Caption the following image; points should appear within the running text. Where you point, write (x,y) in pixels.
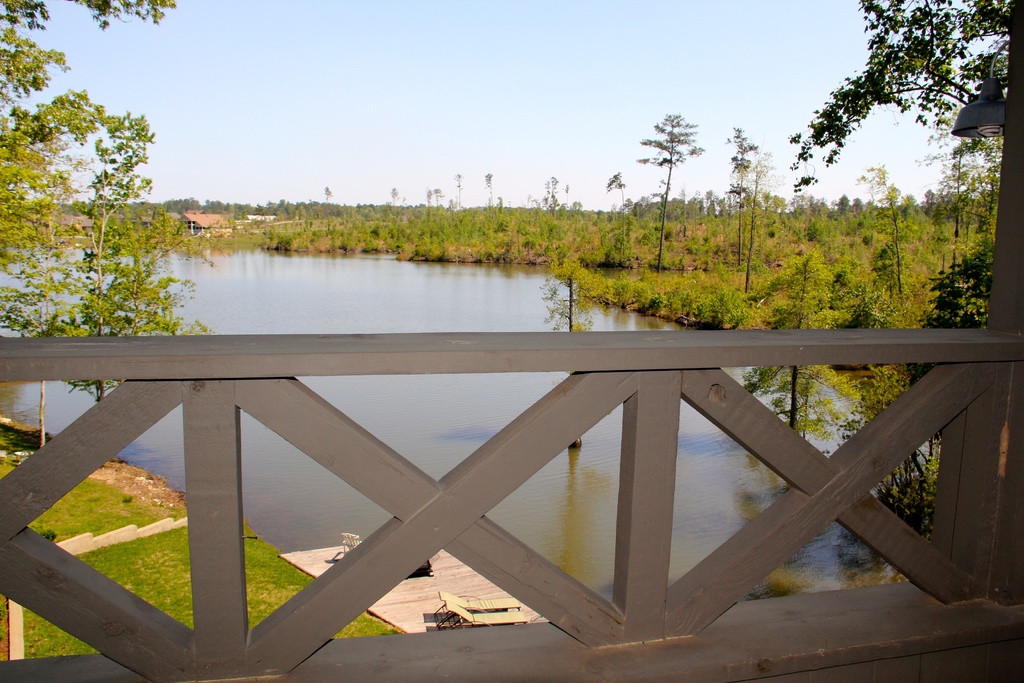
The picture is taken from the corridor (1017,427) of a house (280,394). In the foreground (238,386) there is railing (267,346). In the center of the picture (645,248) there are trees (570,220), plants (600,303), grass (155,519), soil (139,492), beach chairs (481,603) and water (330,303). In the background (242,211) there are houses (212,214) and trees (326,195). Sky (526,80) is clear and it is sunny.
